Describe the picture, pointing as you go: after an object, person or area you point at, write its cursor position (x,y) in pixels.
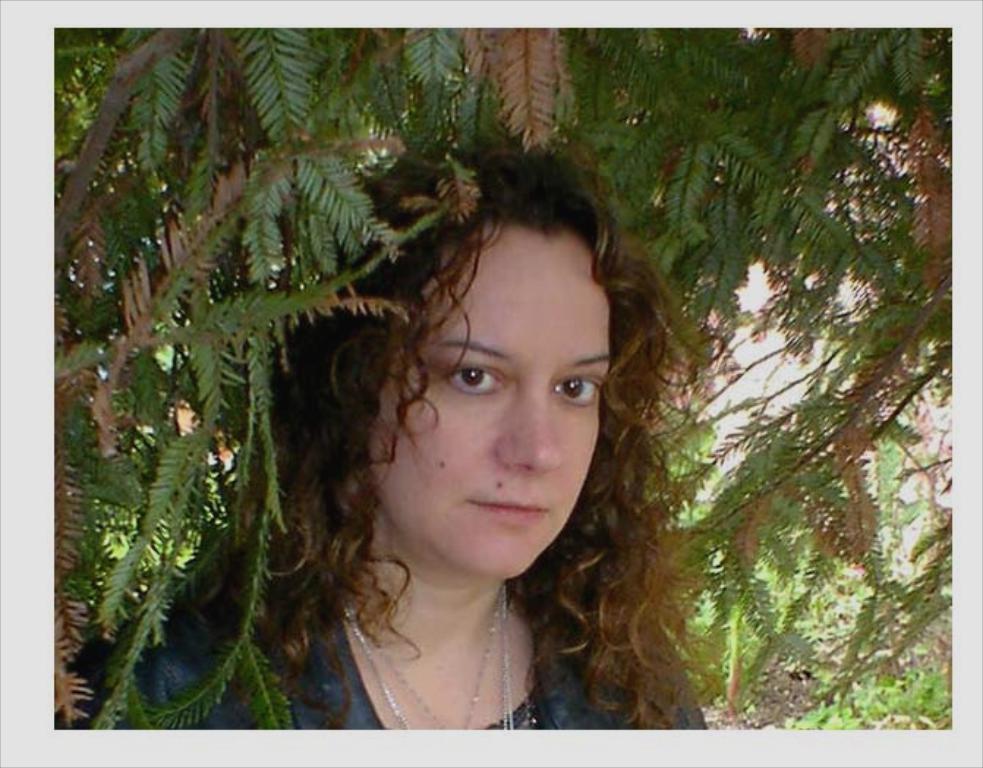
In this image there is a woman (386,634) standing. Behind her there are leaves (318,86) of a tree (604,43).
